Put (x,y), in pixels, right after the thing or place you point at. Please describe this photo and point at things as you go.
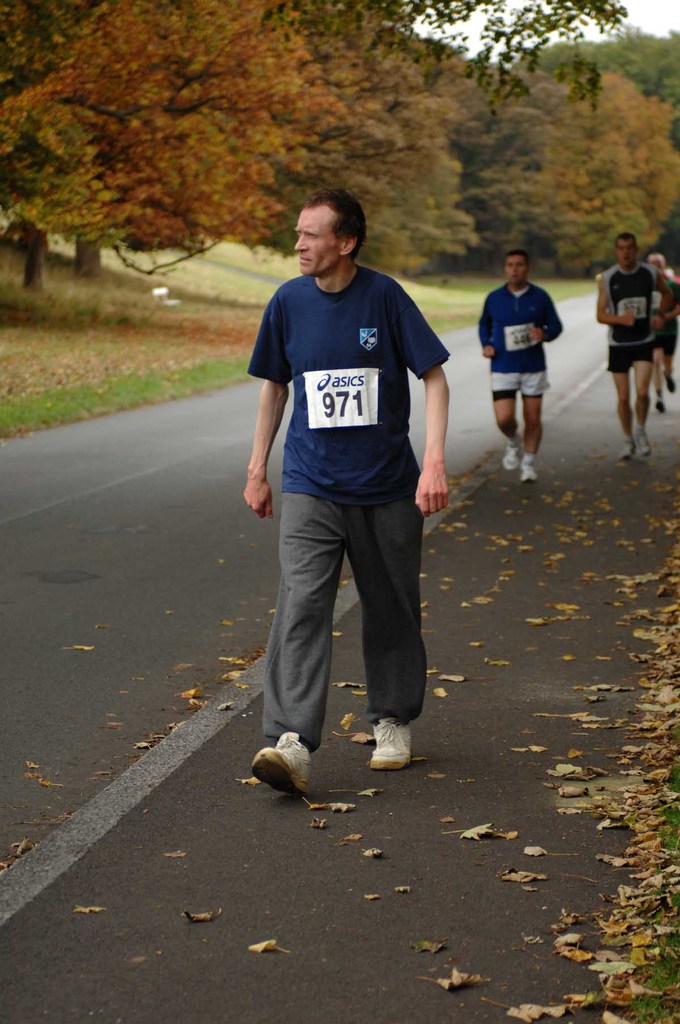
In the center of the image (413,559) we can see a person (369,623) is walking and a few people (625,354) are running on the road (560,639). And we can see dry leaves (565,943) on the road (474,812). In the background (459,139), we can see the sky (622,3), trees (404,160) and grass (71,407).
